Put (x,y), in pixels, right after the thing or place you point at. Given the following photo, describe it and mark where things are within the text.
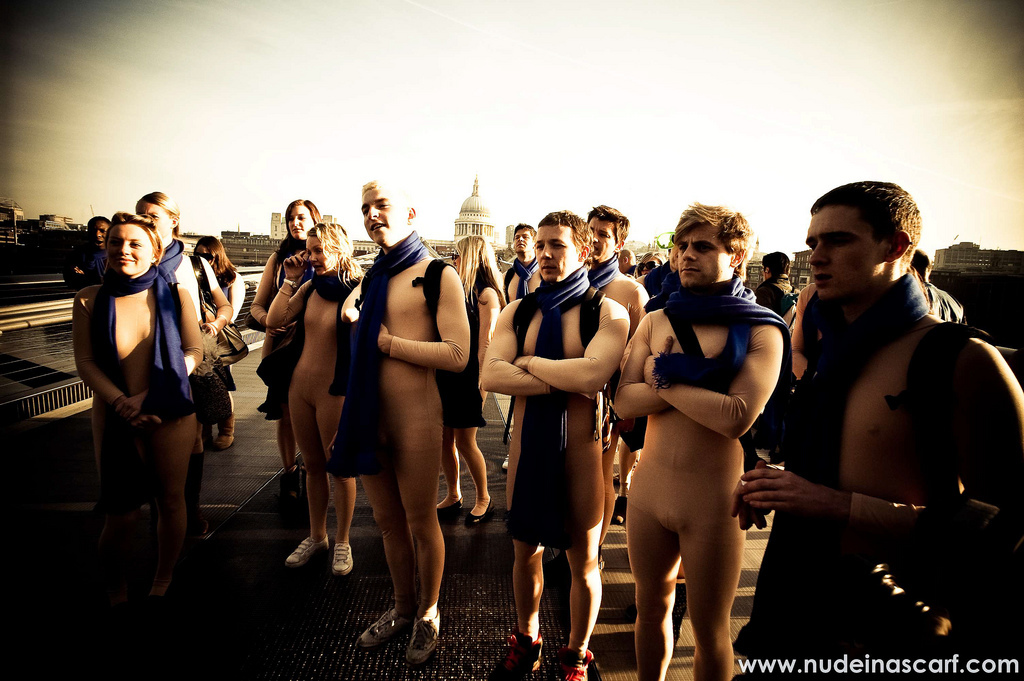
In the image in the center (532,401), we can see a few people (532,401) are standing. And few people (299,290) are smiling, which we can see on their faces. And we can see few people (868,589) are wearing backpacks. In the bottom right of the image (782,666), we can see something written. In the background (691,24), we can see the sky (378,40), buildings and a fence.
